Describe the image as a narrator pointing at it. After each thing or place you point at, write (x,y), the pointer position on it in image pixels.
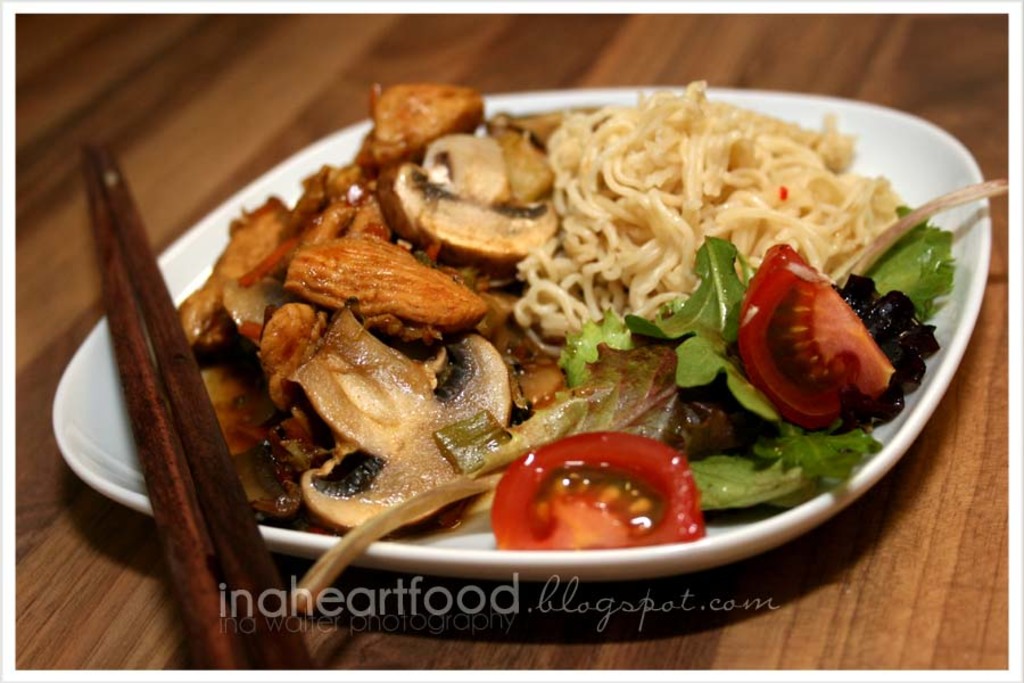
In this image I see the white color plate (85,352) on which there is food (283,263) which is of brown in color and I see the noodles (608,189), tomatoes (658,476), mushrooms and the coriander (737,309) and I see the chopsticks (204,429) over here and I see the brown color surface (995,245) and I see the watermark (495,617) over here.
